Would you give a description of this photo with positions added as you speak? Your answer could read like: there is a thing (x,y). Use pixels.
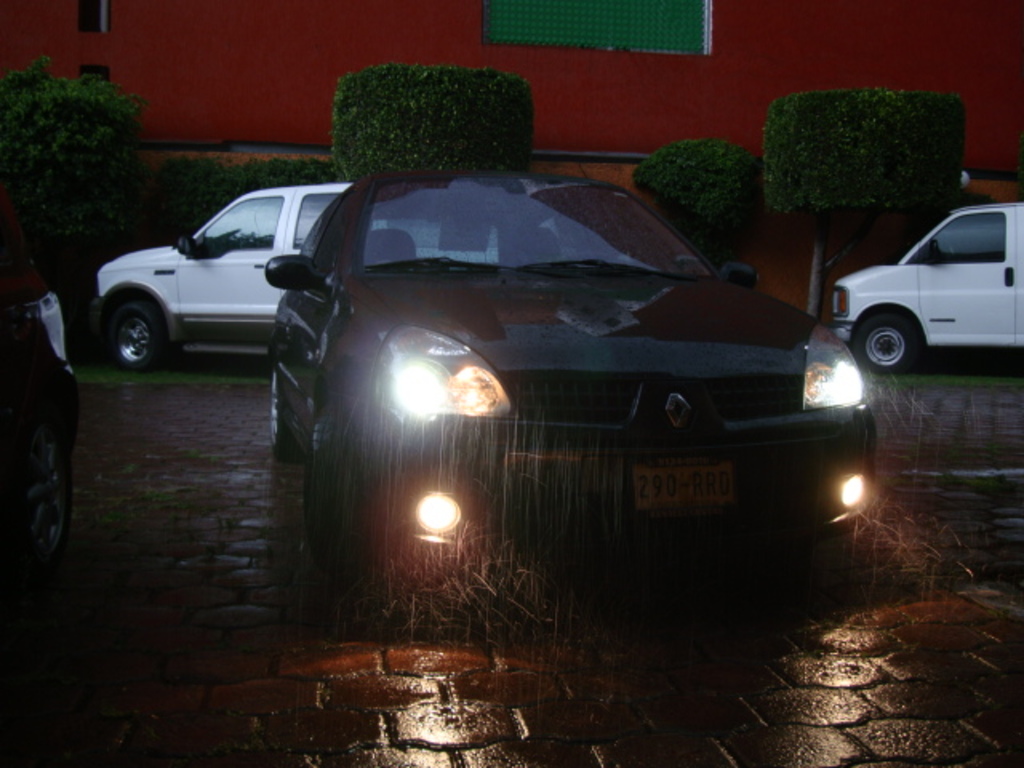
In the center of the image (349,411) there is a car (617,561). In the background of the image (184,86) there is a building (756,91). There are plants (380,153). There are cars (869,291).
